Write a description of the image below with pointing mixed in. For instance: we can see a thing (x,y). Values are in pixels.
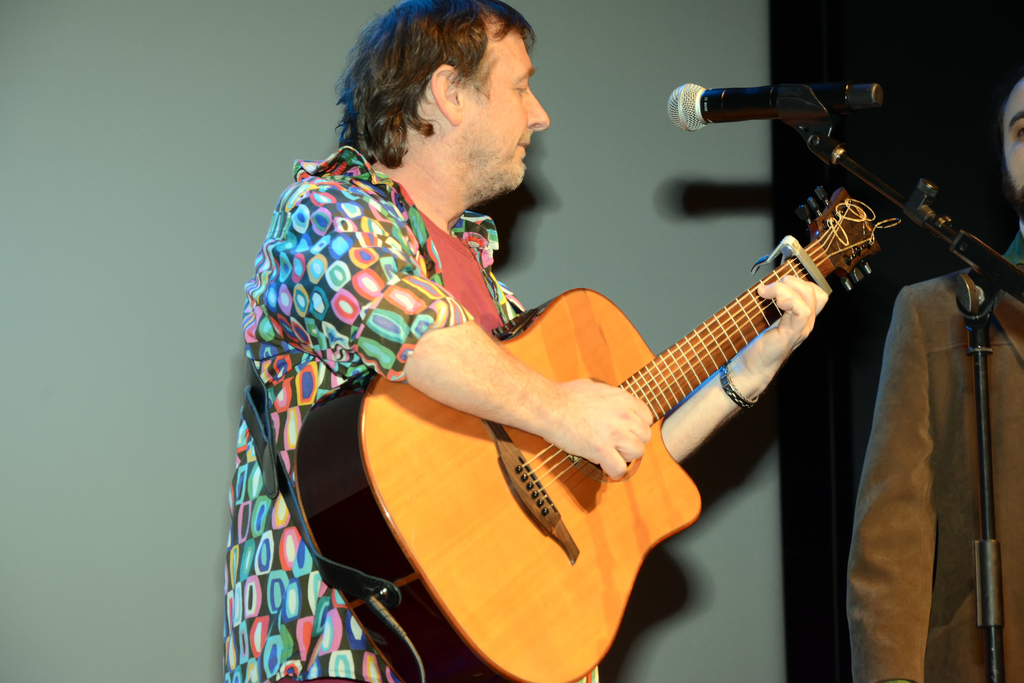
In this image I see 2 men (359,356) and one of them is holding a guitar (597,319) and there is a mic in front of him. In the background (626,9) I see the wall (759,681).
